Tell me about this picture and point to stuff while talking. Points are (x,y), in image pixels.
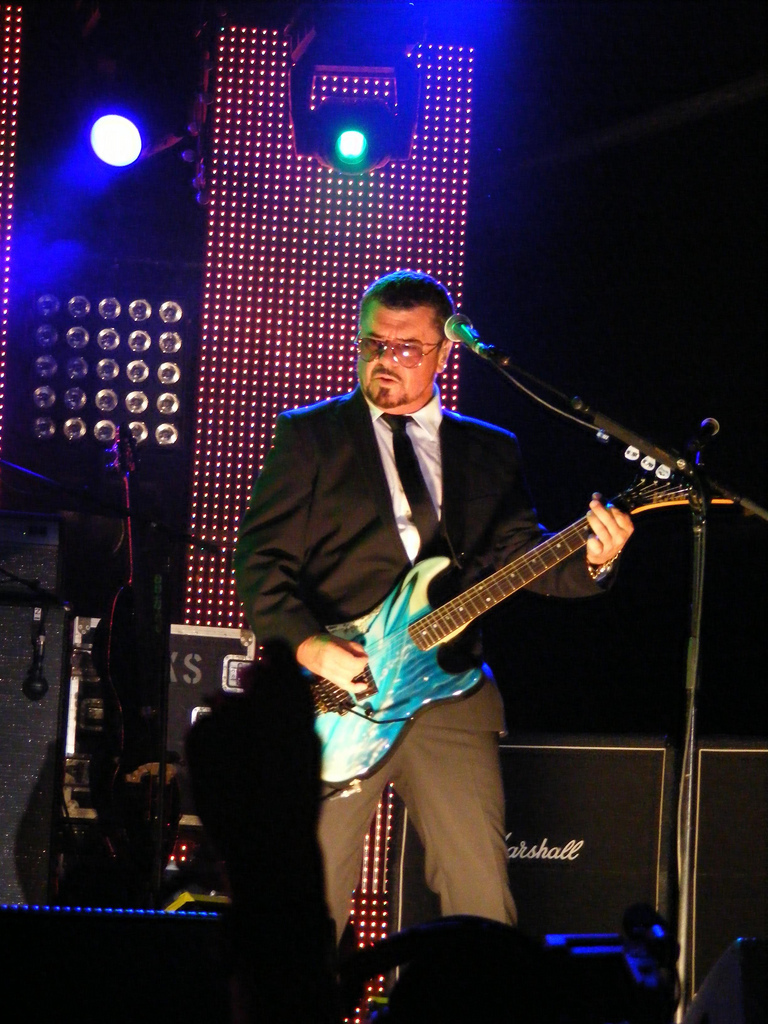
In this image there is a man (383,507) holding a guitar (378,657) in his hand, in front of him there is a mic (463,332), in the background (350,141) there are lights (233,144).
